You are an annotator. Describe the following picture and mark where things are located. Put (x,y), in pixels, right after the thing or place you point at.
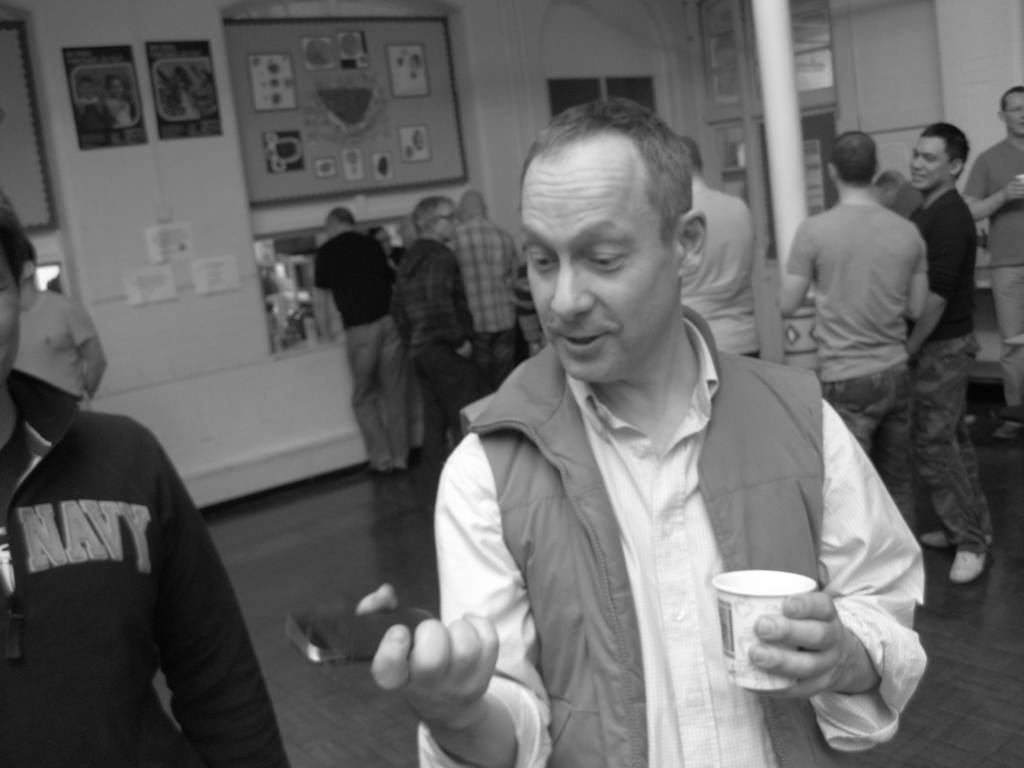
In this image, we can see persons (644,277) wearing clothes (191,624). There is a person (592,605) at the bottom of the image (594,589) holding a cup (747,609) and phone (367,619) with his hands (415,649). There is a pillar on the right side of the image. In the background (263,345), we can see a wall (666,86).
